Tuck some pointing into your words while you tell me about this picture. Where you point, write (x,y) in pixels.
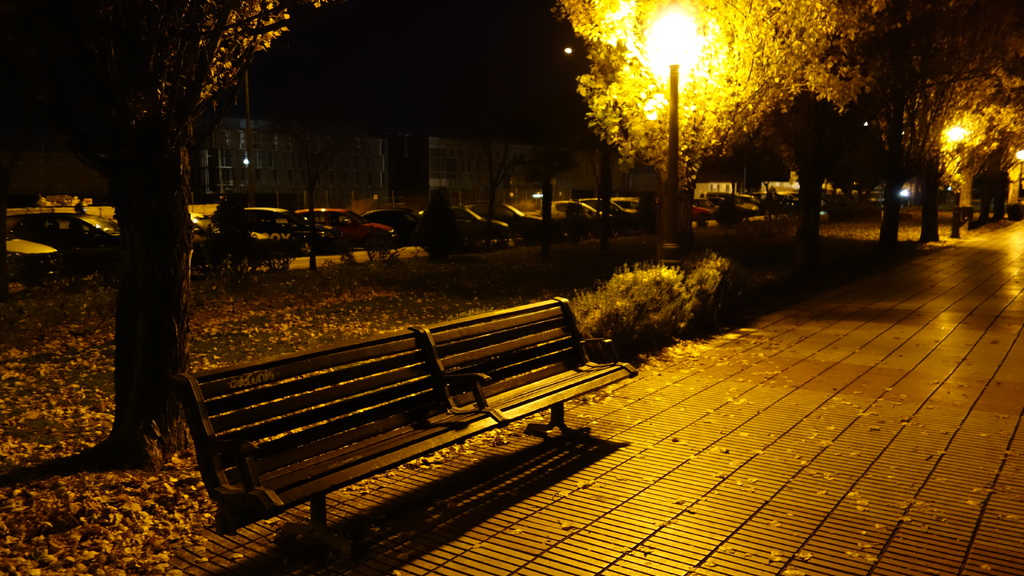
This picture shows a few cars (472,240) parked and we see trees (919,94) and plants (683,292) and a bench (344,413) and few pole lights (672,89) and few leaves (86,506) on the ground (70,468).
